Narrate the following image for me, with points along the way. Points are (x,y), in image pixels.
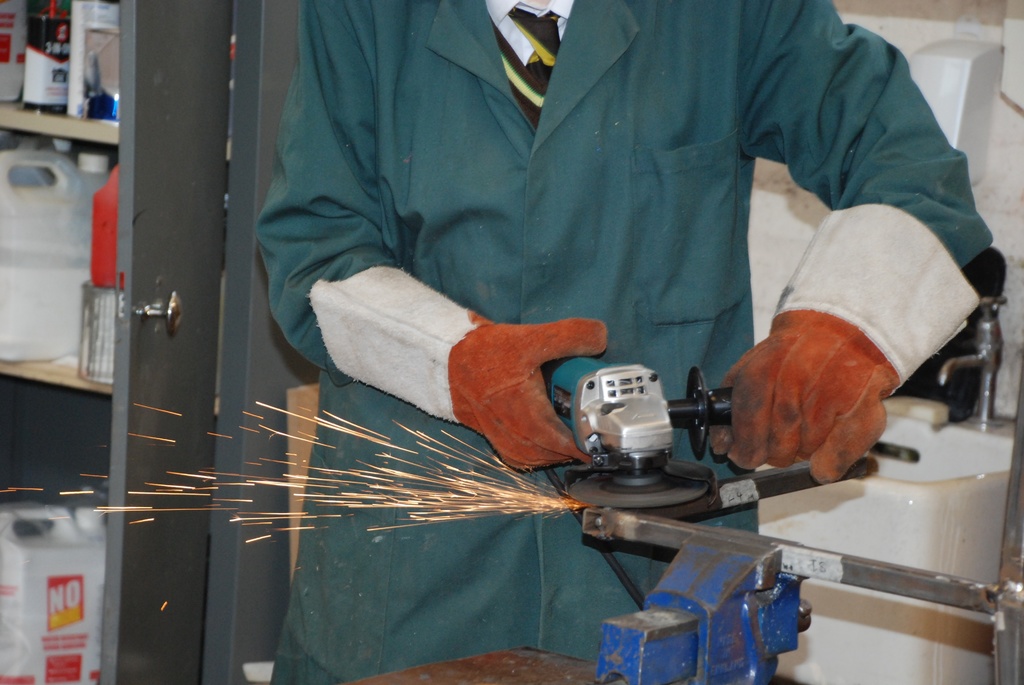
In this image there is a person (527,346) holding an object (669,464) is sharpening the edges (610,519) of a metal rod (650,529), behind him there is a tap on the sink (921,425) and there are a few cans (58,355) on the shelves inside a door (180,320).
